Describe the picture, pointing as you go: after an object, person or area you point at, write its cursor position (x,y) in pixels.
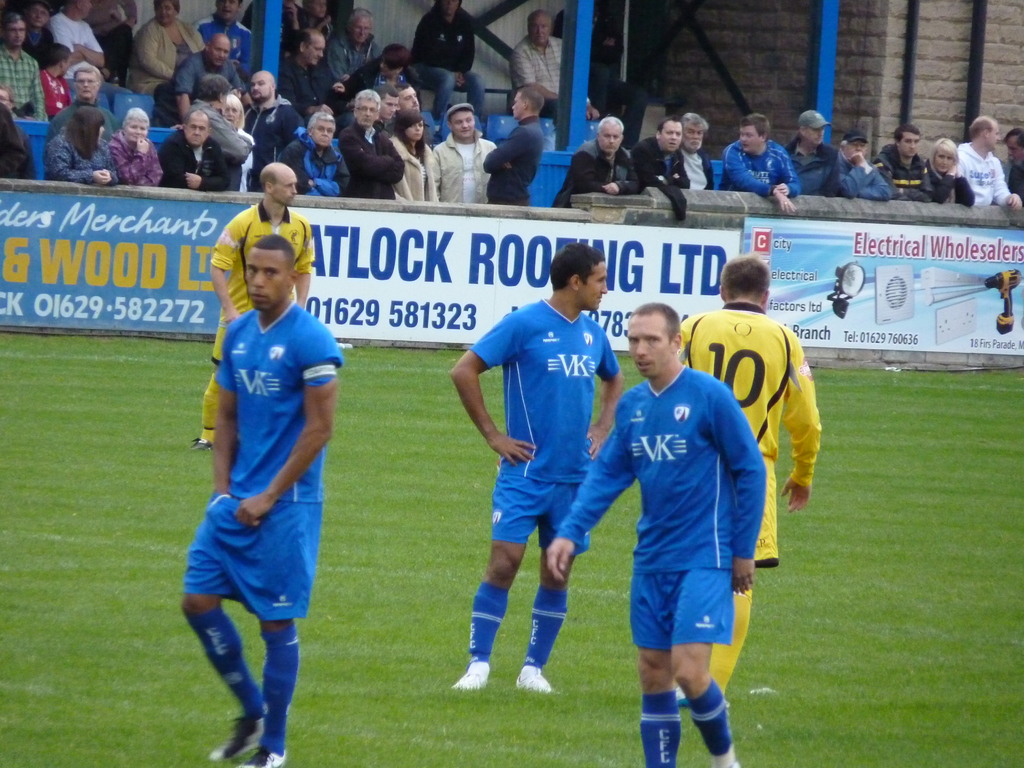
In this picture we can see some people (601,511) standing on the ground (930,385) and in the background (914,293) we can see a wall (1002,33), advertising boards (900,289), people (844,153), poles (907,122).
